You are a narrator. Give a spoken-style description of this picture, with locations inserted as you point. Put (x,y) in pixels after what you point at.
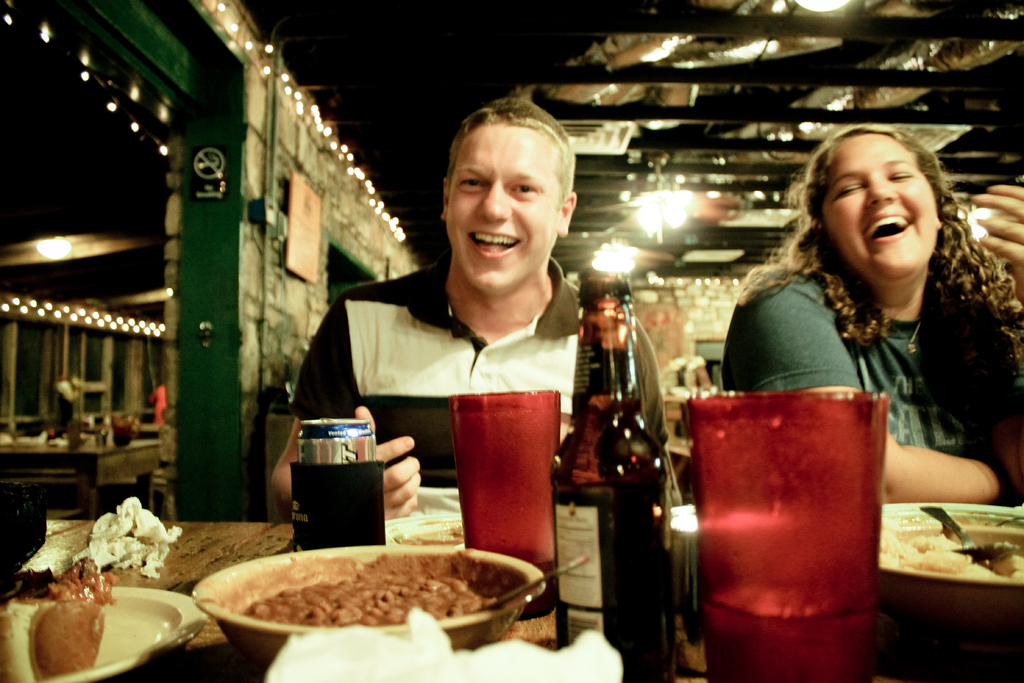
In this picture we can see a man (553,206) and a woman (963,469) smiling and in front of them we can see glasses (474,511), bottle (617,386), tin (351,441), bowls (924,514), plate (167,617), food items (327,573), spoon (973,547), tissue papers (169,534) and these all are placed on a table (177,567) and in the background (256,98) we can see the lights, frame (303,220) on the wall (327,176), table (88,447) and some objects (128,432).
